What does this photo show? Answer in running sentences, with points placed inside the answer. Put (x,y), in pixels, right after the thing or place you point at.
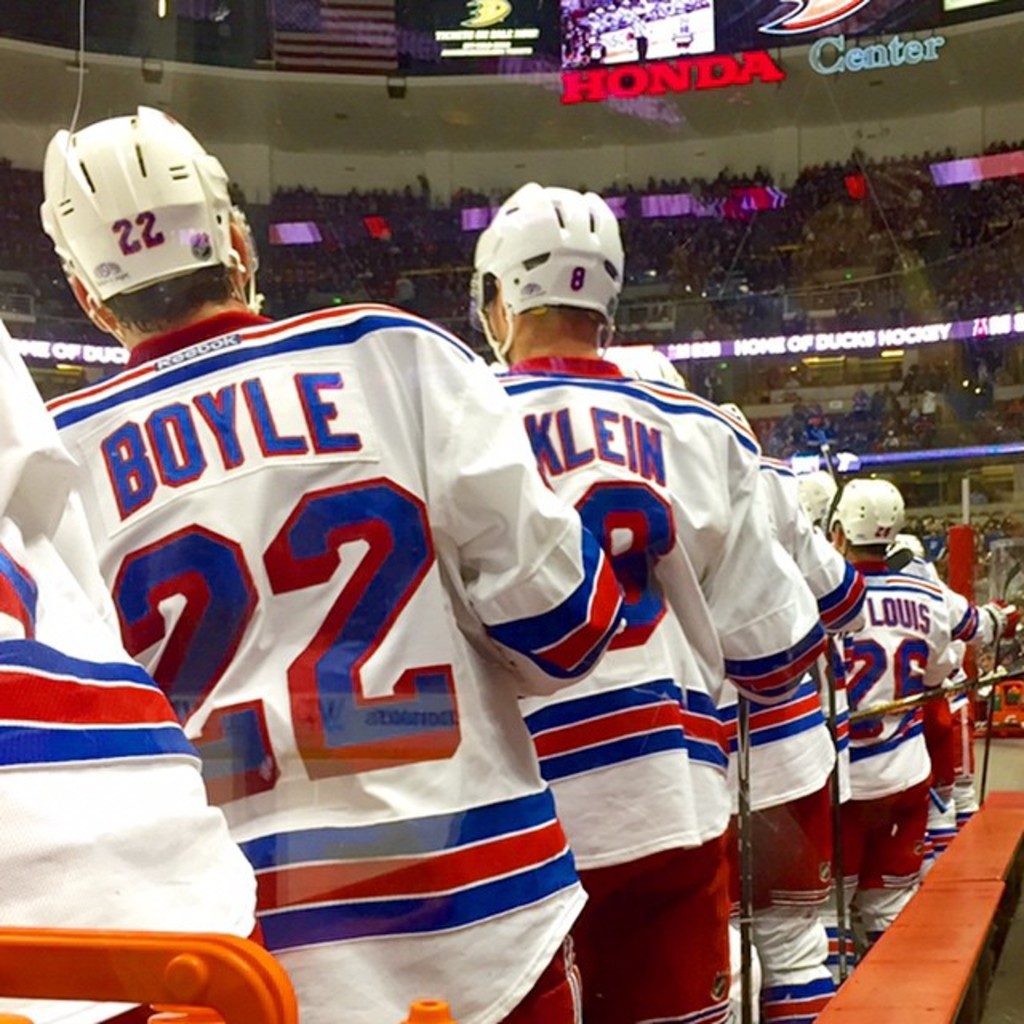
In this image people (507,782) are standing in a queue (302,555). In the background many people (792,275) are there. There is a text (922,43) with lights (647,86) on the top (663,81).
